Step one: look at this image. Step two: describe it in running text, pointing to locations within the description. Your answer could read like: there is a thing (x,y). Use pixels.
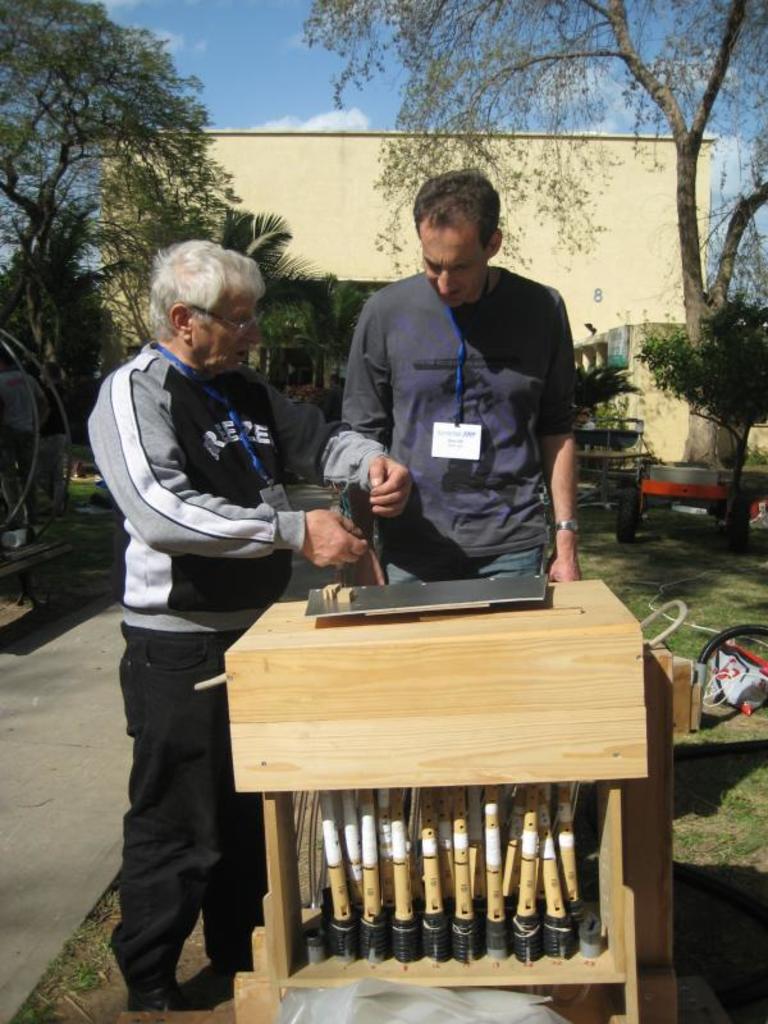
In this picture I can see couple of men (415,435) standing and they wear ID cards (277,505) and I can see a metal plate (419,583) on the wooden table (554,632) and I can see buildings (600,225) trees (763,347) and looks like a cart (726,517) in the back (691,492) and I can see grass (687,530) on the ground (744,840) and a blue cloudy sky (287,2).
